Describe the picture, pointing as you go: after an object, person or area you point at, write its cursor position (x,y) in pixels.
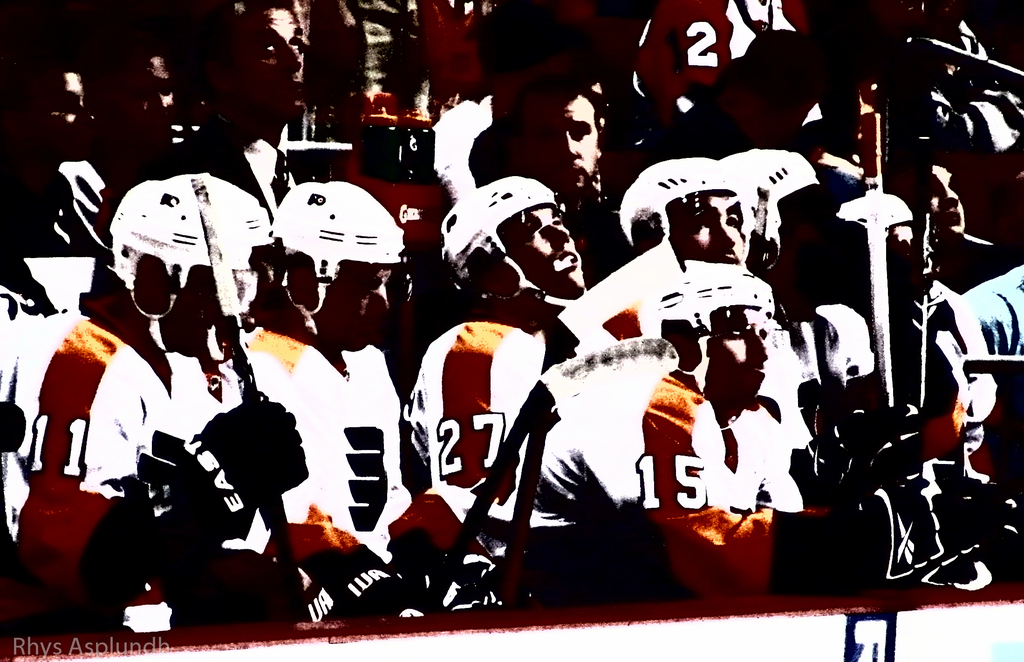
In this image I can see depiction picture of people (374,213) wearing helmets (745,305), gloves (821,478) and sports jerseys (757,426). I can also see few of them are holding sticks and on the bottom left side of this image (29,644) I can see a watermark (147,655).
